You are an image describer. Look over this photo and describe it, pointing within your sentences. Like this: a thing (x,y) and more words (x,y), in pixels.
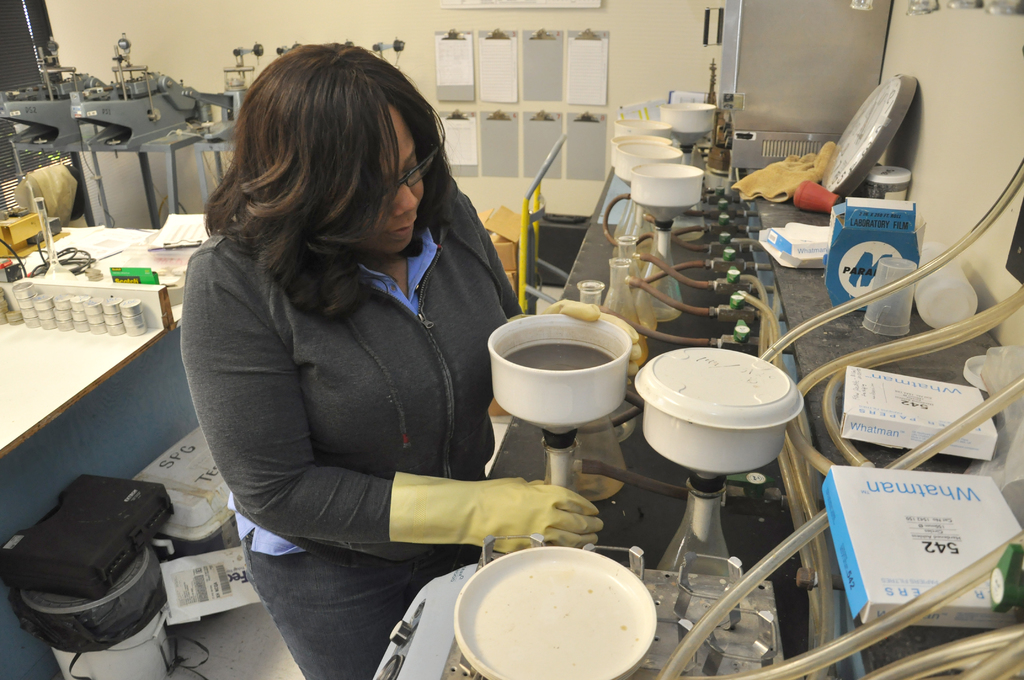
This image looks like a laboratory (685,5), in which I can see woman (377,312) wearing gloves (443,527) standing in front of table (719,333), on which there are wires (629,196), bowls (726,372), flasks (636,224), cloth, boxes (826,237), plate (544,641), in front of table (646,511) there is the wall (371,31), at the top (371,31) I can see the wall (440,21), on which there are papers (543,51) attached, in front it there are machines (155,105), on the table (77,357), on which there are some other objects (115,277) kept on it, in the bottom left (111,525) there are boxes (125,534) visible.
